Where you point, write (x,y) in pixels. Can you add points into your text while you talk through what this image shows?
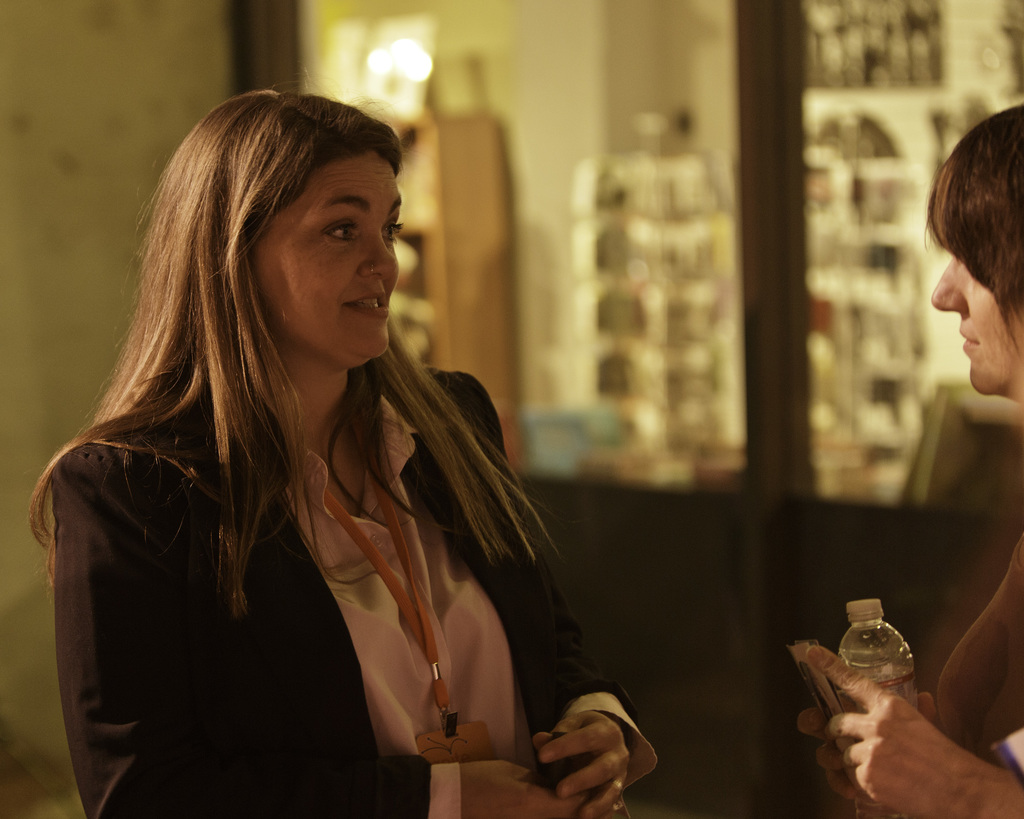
In this image, In the left side (136,731) there is a woman (180,527) standing, In the right side (937,764) there is a woman (972,665) holding a bottle (870,661), In the background (184,67) there is a yellow color wall (150,68).
